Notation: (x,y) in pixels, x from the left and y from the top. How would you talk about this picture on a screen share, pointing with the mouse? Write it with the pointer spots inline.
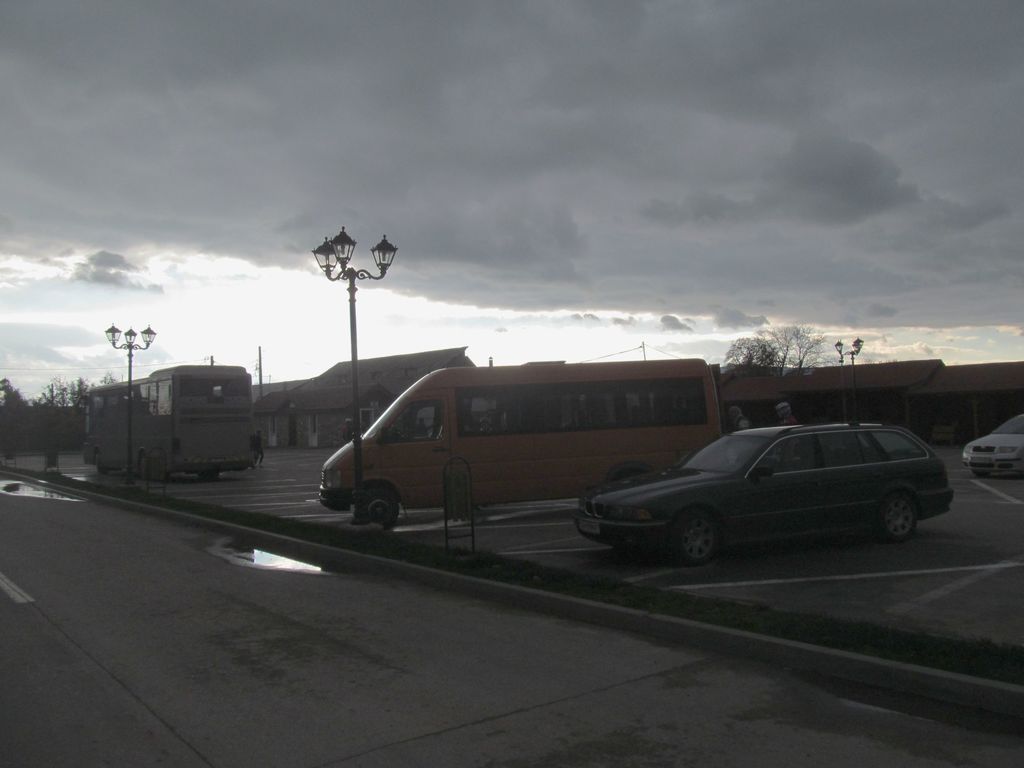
In this image I can see the road (262,667), some water (224,548) on the road (193,532), few vehicles (242,446) and few street light poles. In the background (327,433) I can see few buildings (747,381), few poles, few trees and the sky (500,229).
